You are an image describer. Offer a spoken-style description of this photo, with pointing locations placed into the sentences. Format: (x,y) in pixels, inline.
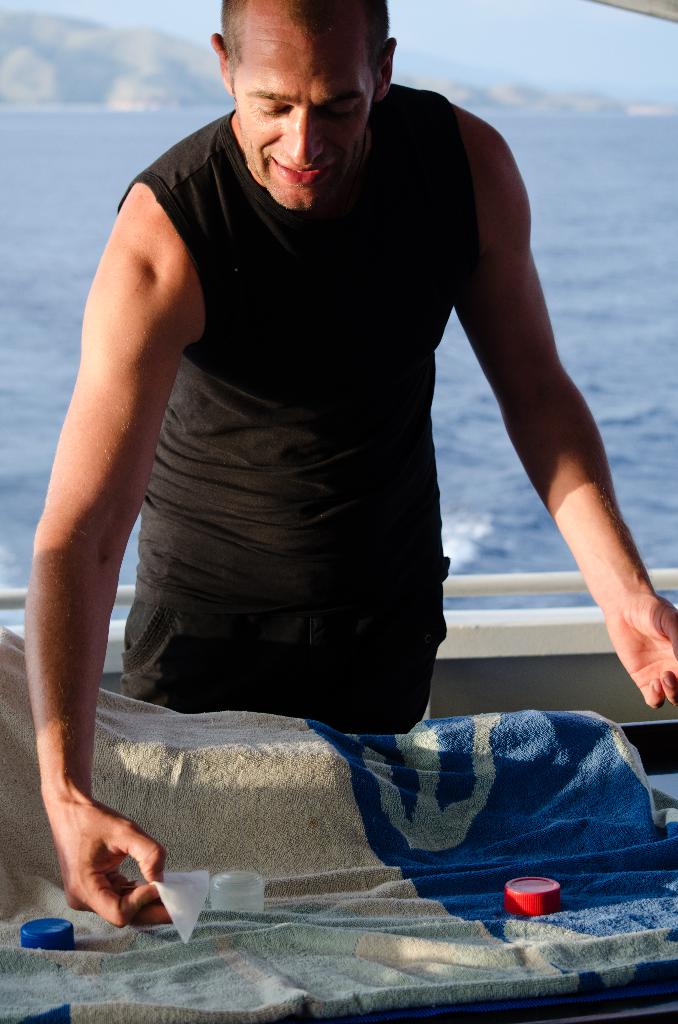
In this picture we can see a person (260,280) standing in a ship (633,712) and holding a white object (172,900), in front (433,957) we can see a table (258,823) on which we can see something (329,861) placed on the table (300,972). Behind we can see the ocean (590,341), hills (85,65).
